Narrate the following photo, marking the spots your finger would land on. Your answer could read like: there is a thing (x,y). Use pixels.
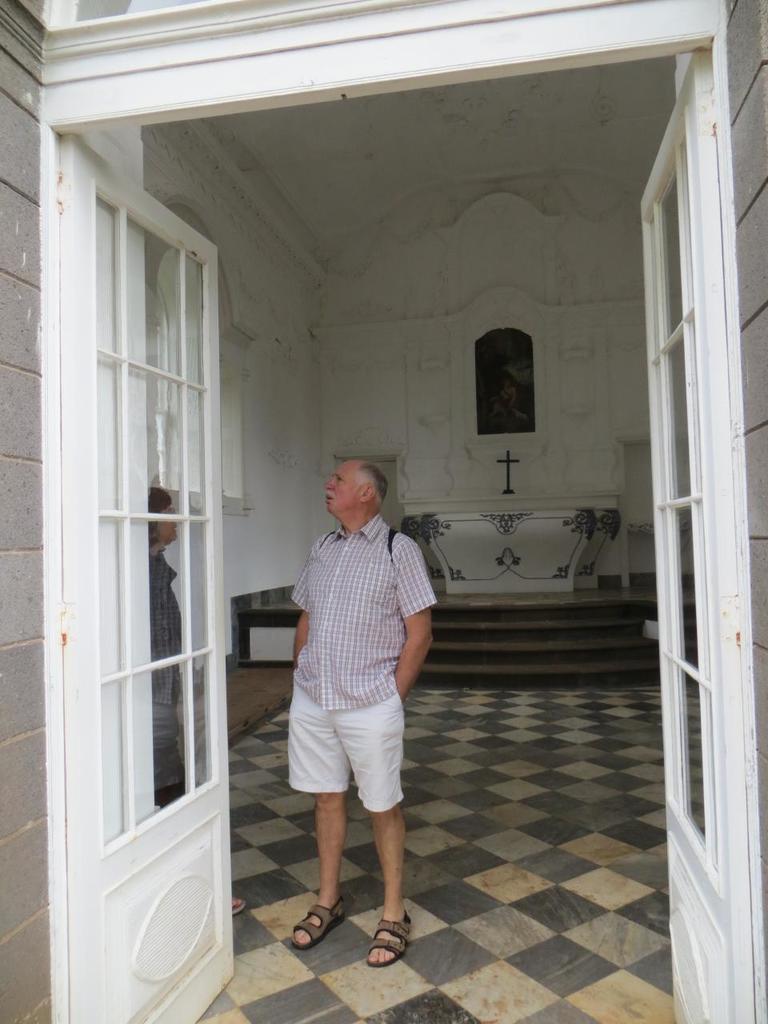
In the center of the image (342,537) we can see persons (340,673) standing on the floor (378,988). In the background (444,447) we can see cross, wall (436,337), table (505,511) and window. In the foreground (689,28) we can see door (720,912).
